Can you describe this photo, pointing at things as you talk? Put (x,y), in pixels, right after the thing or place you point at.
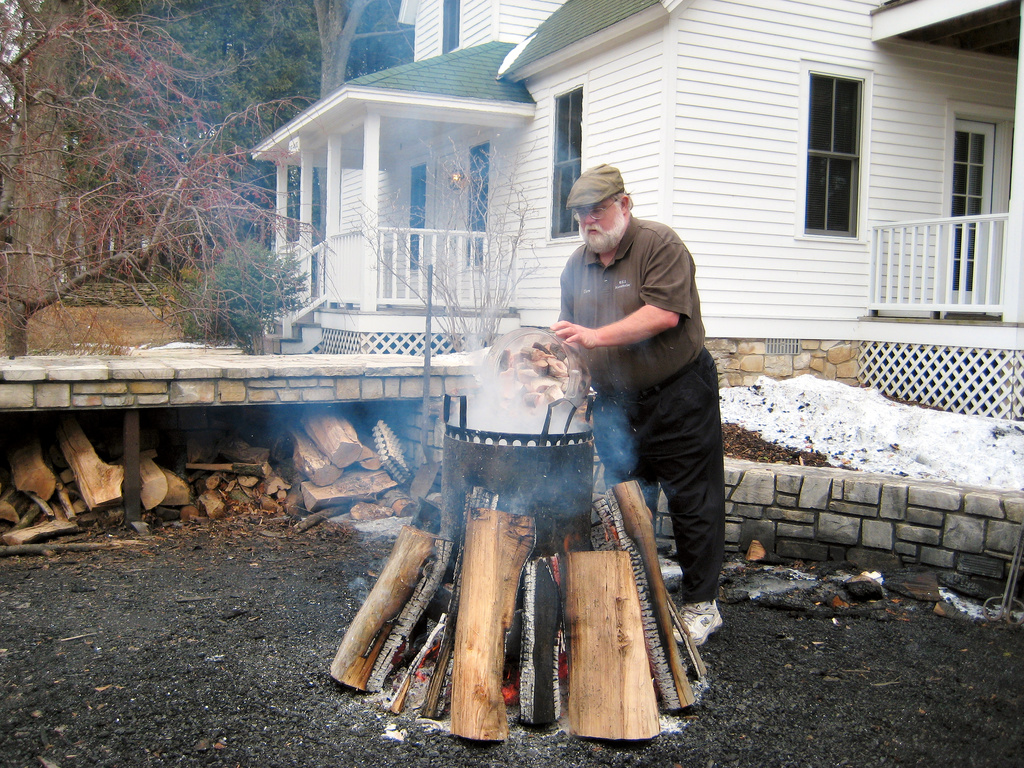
In this image I can see the person (670,331) standing in-front of the camp fire (525,539). On the fire (494,511) I can see the metal container (515,484). In the background (293,508) I can see few more wooden logs (334,454), trees (164,268) and the building (522,122) with windows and the railing (961,222).
